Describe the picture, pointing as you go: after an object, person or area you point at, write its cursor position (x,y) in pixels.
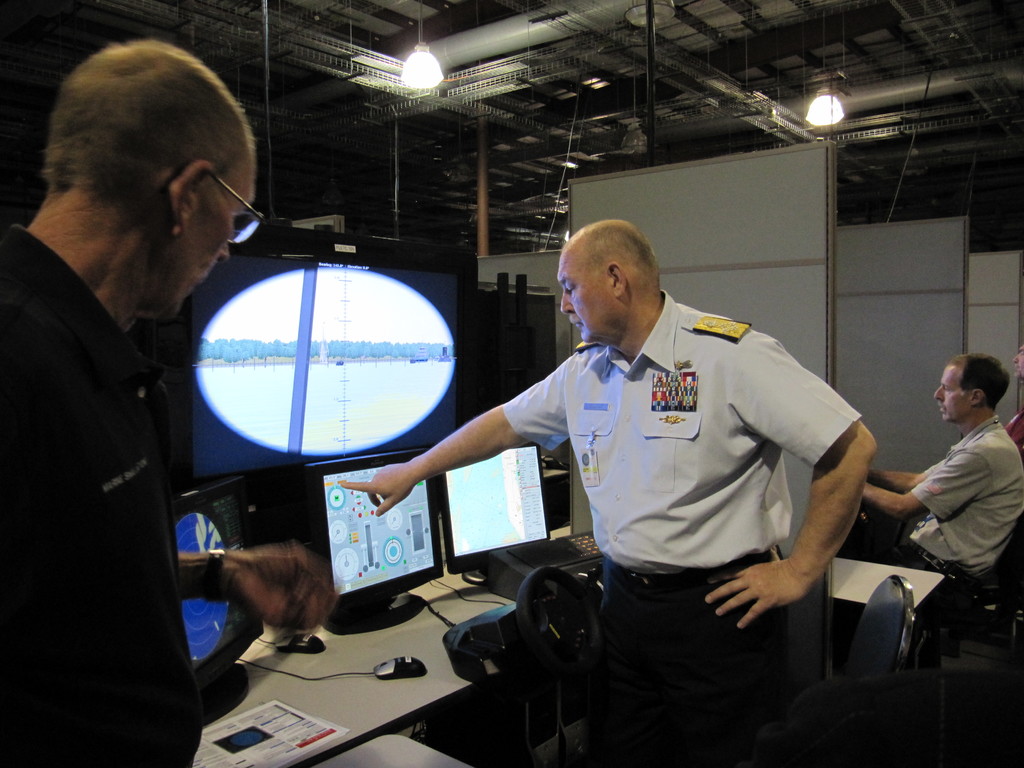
In this image I can see group of people (667,469). In front (703,614) the person (703,531) is wearing white and black color dress (646,581). In the background (393,579) I can see few lights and few screens (286,336).
